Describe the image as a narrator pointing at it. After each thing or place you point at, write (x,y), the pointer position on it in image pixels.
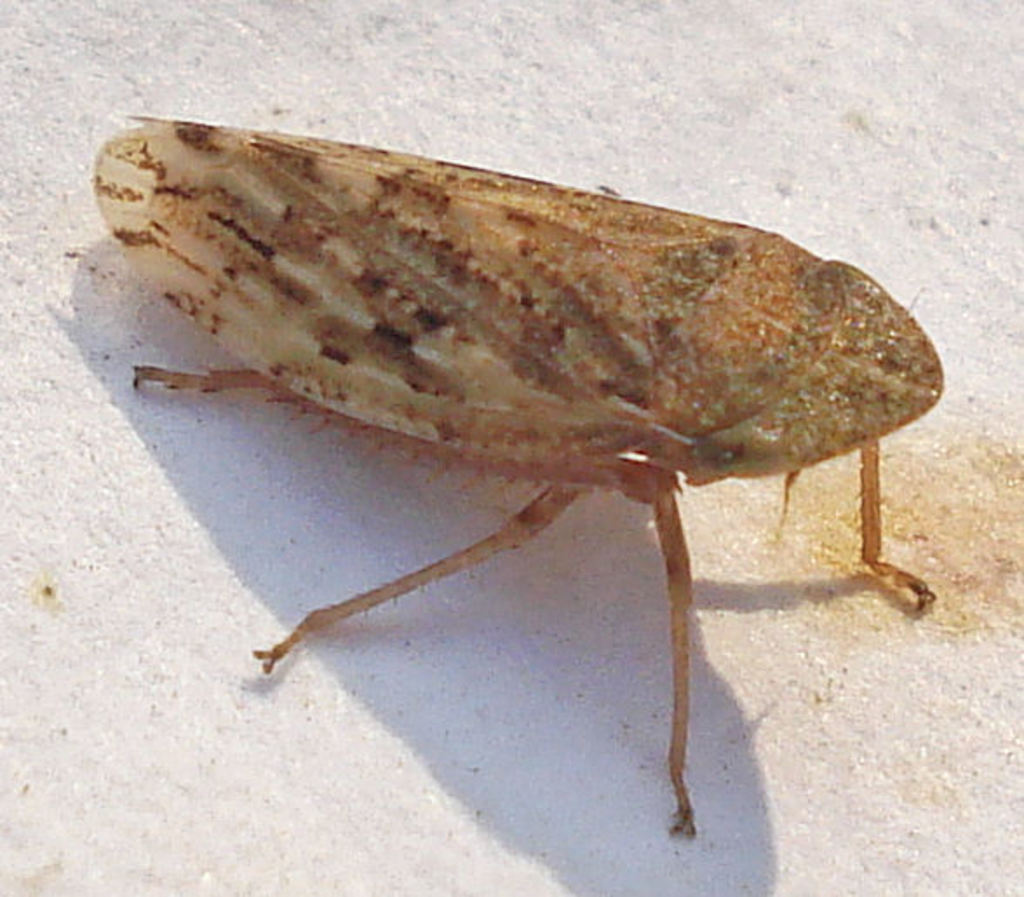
In this image we can see an insect (601,408) on the surface (542,671).
